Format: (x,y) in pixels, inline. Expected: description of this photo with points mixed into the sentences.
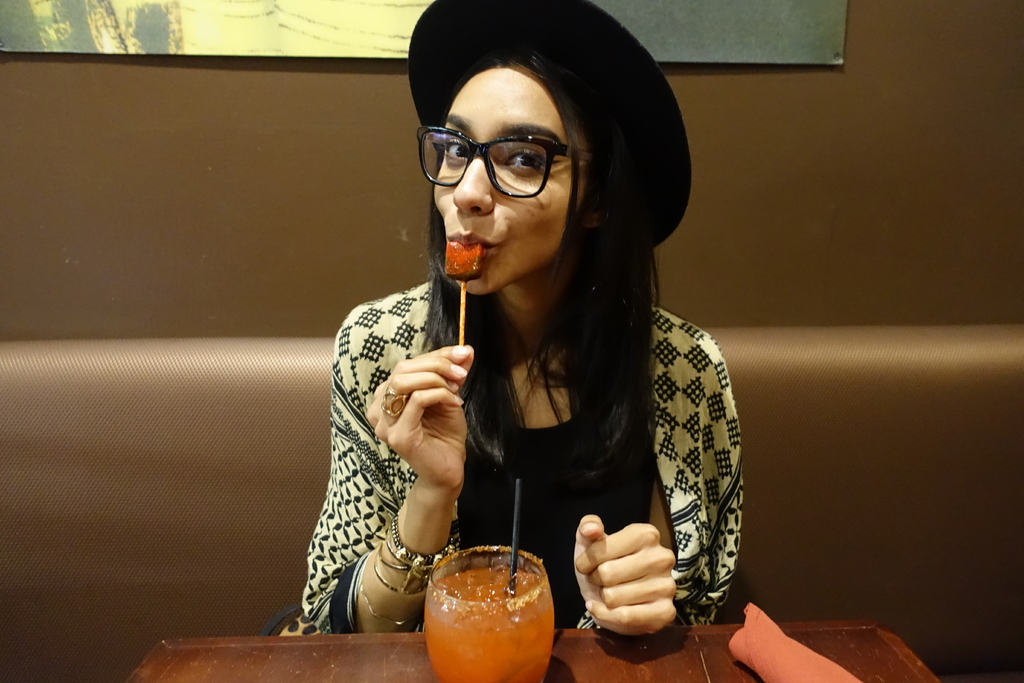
In this image, we can see a person (589,261) holding a candy lollipop (475,261) and sitting in front of the table (863,647). This table (701,678) contains glass (496,662) and cloth (769,645). There is an object (333,32) at the top of the image (711,14).
